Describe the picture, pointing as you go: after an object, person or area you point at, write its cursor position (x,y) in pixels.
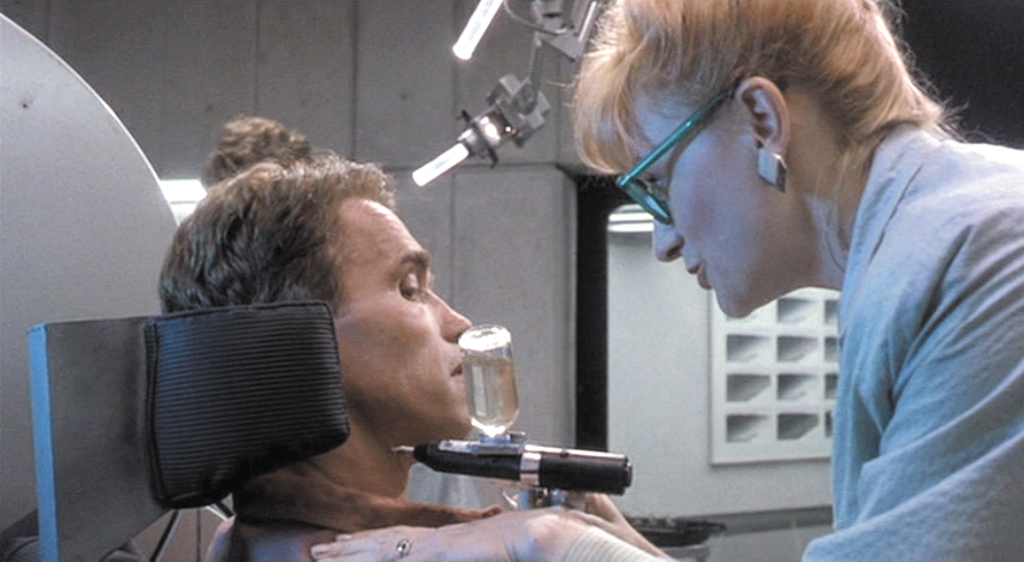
In the picture we can see women (748,115) wearing spectacles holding some machine (520,468) in her hands (625,537), there is a person (396,371) sitting and there is a machine (517,136) and in the background (439,196) there is a wall (428,224).
